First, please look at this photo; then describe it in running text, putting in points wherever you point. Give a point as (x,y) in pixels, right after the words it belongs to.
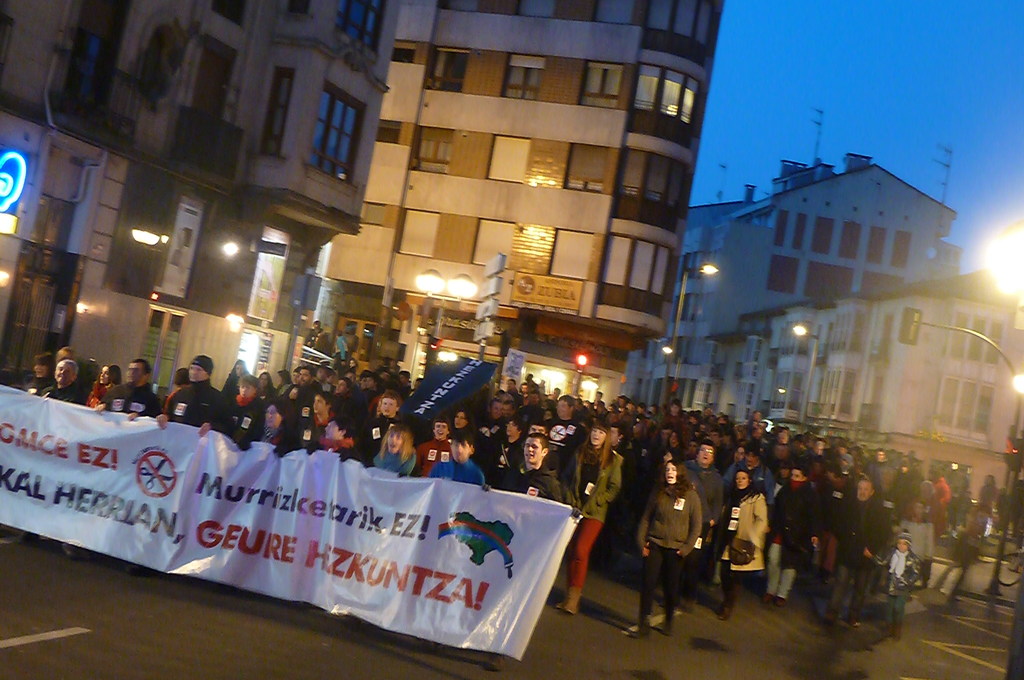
This is clicked in the street (133,602), In the front (474,430) there are many (733,511) walking on the road (227,641) holding a banner (198,492) in the front (391,486), in the back (242,164) there are buildings (660,282) all over the place and above its sky (880,64).
